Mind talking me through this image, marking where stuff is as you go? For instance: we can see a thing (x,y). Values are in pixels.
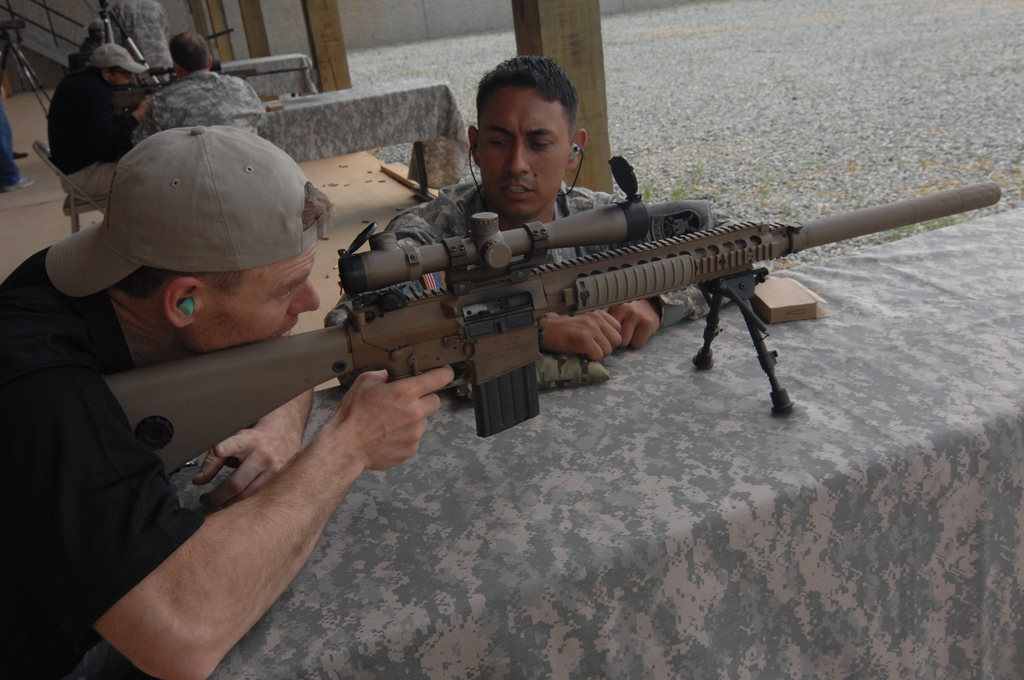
This picture describes about group of people (241,245), few people (268,430) wore caps (226,157) and few people (248,265) holding guns (270,350).
